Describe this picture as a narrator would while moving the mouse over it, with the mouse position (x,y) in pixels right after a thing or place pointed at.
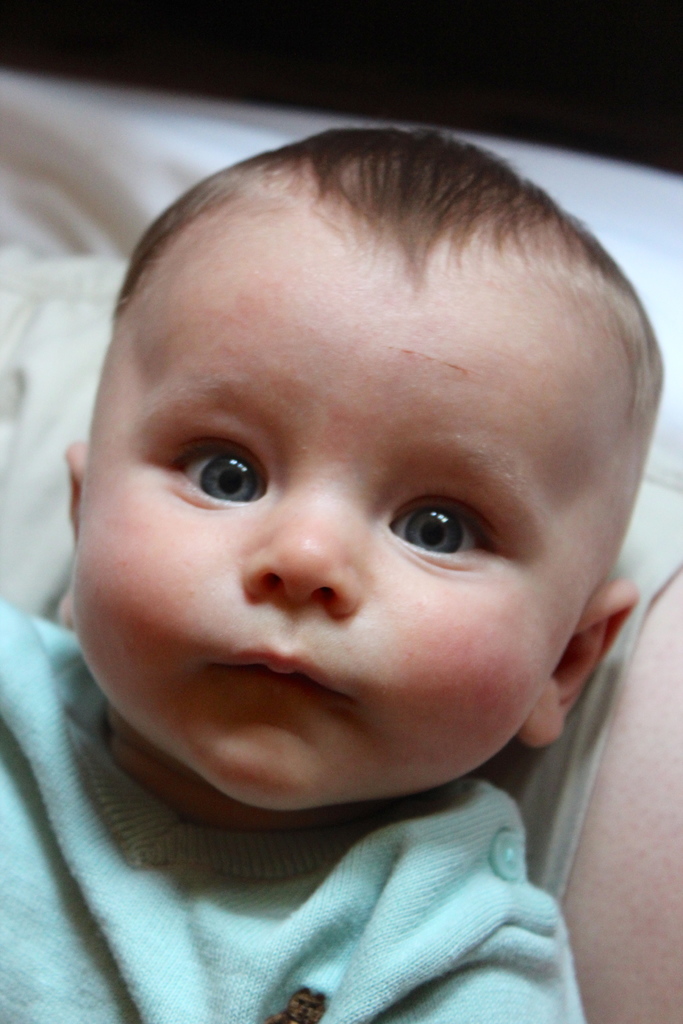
In this image, I can see a baby boy (579,531) laying down. I think this is a pillow (677,382). The background (495,4) looks blurry.
